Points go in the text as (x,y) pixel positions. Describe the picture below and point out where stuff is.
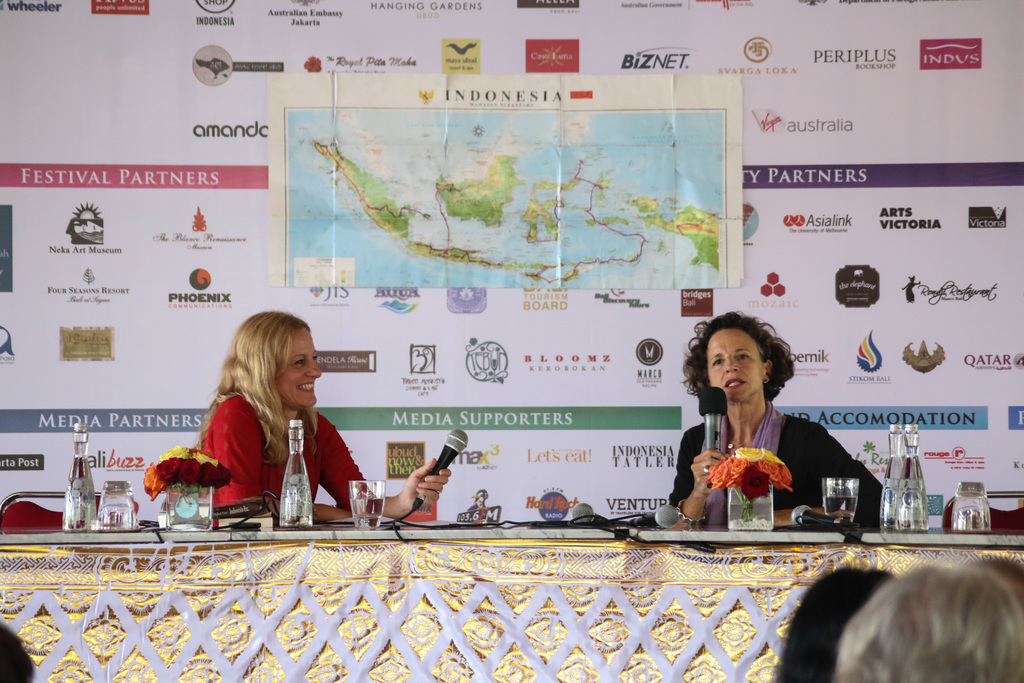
As we can see in the image there are few people (927,592), banners (147,95), two persons (735,446) holding mics (716,441) and there is a table (502,583). On table (332,624) there are glasses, flowers (207,480) and bottles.
